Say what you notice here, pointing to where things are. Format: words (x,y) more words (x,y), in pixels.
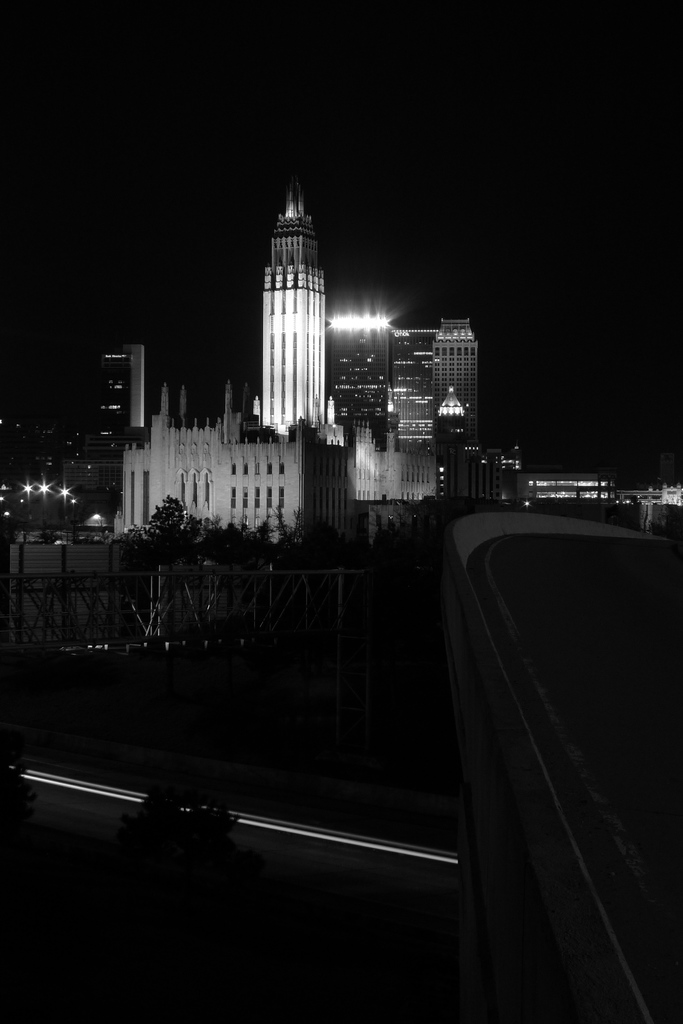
In this image I can see trees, fence (58,561), buildings (264,446), towers (298,394) and lights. On the top (150,173) I can see the sky (496,184). This image is taken during night.
